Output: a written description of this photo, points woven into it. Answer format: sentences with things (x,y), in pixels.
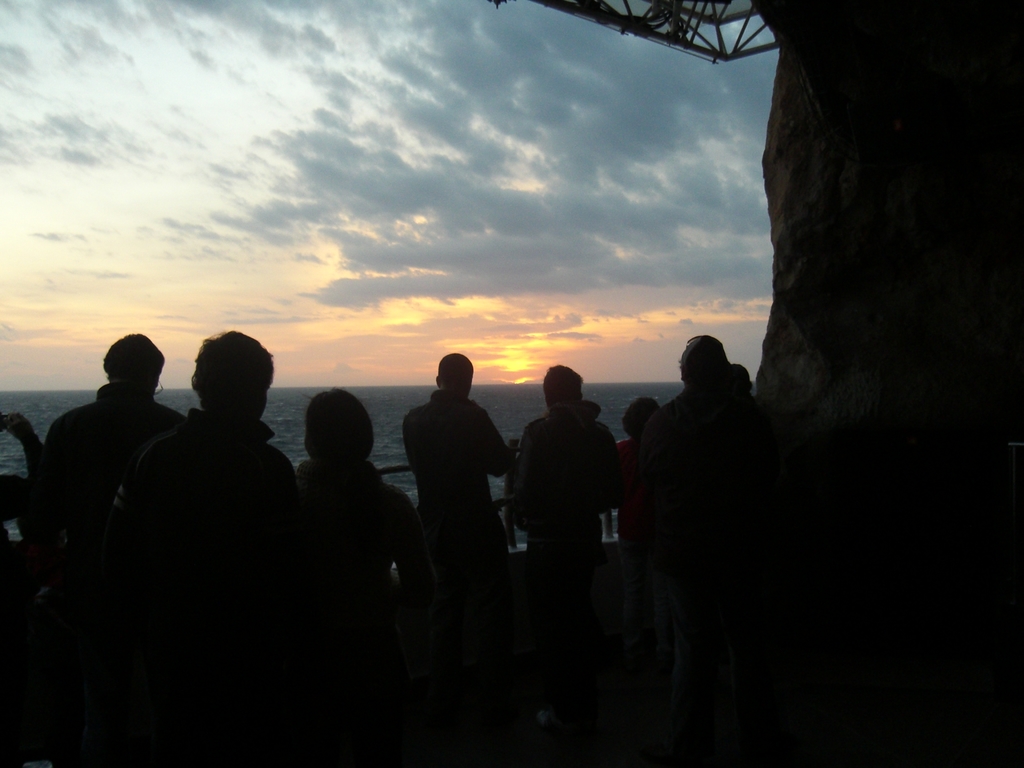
In this image I can see there are persons (596,430) visible, at the top (373,161) I can see the sky (571,230) and sun set (479,373).
